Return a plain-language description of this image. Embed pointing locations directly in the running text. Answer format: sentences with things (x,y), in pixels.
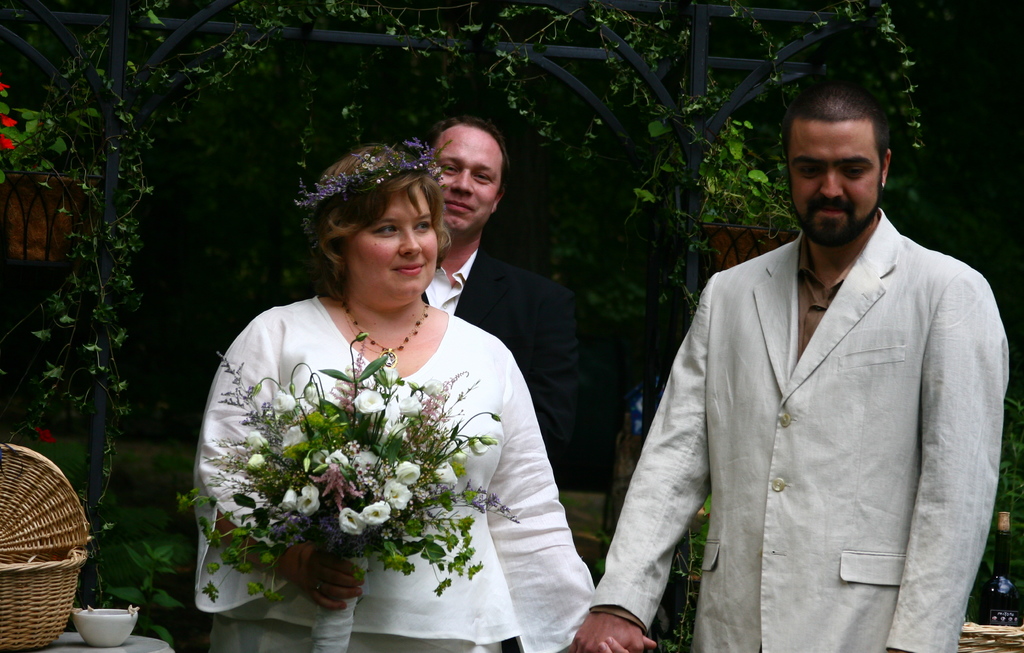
In this picture we can see a woman (525,476) holding a flower bouquet (497,496) in her hand (340,598). There are two men (522,320). We can see a basket (37,613) and a bowl (111,619) on a white table (141,639) on the left side (102,631). There is a bottle (984,586) and a basket (985,631) on the right side (975,640). We can see a flower pot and some green leaves (754,119) in the background (772,191).
